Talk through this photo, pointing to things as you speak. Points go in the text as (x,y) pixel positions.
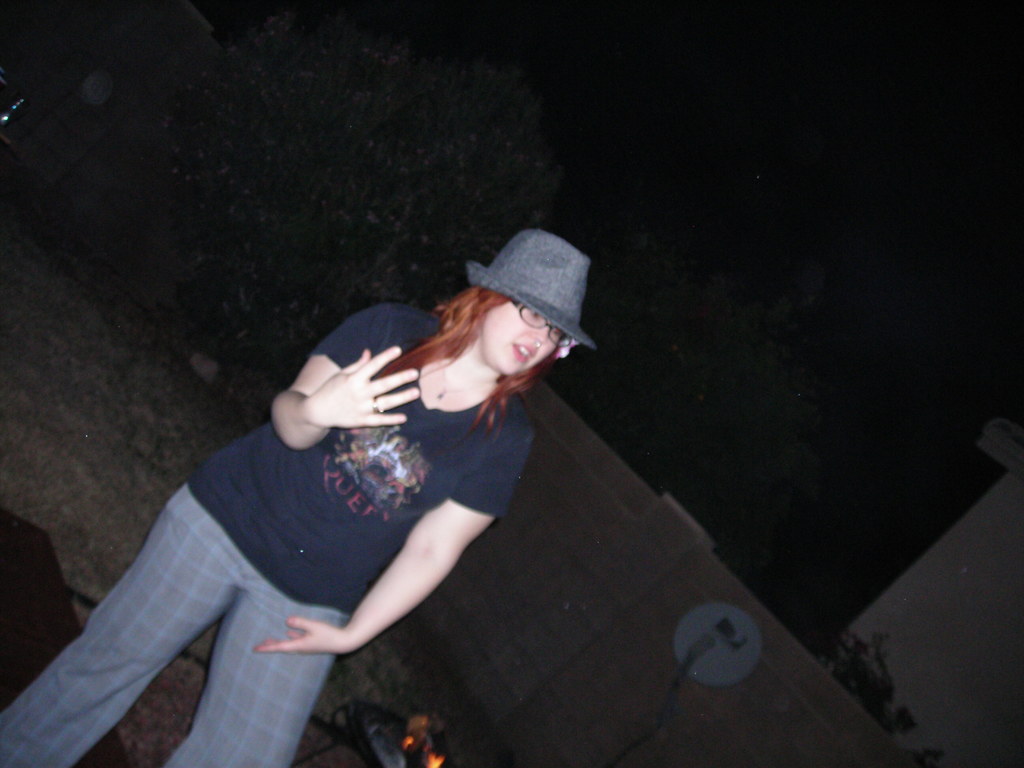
Here we can see a woman (277,560) and she has spectacles (525,311). This is flame (412,745) and there is a wall (732,734). In the background (203,235) we can see plants (684,327).
